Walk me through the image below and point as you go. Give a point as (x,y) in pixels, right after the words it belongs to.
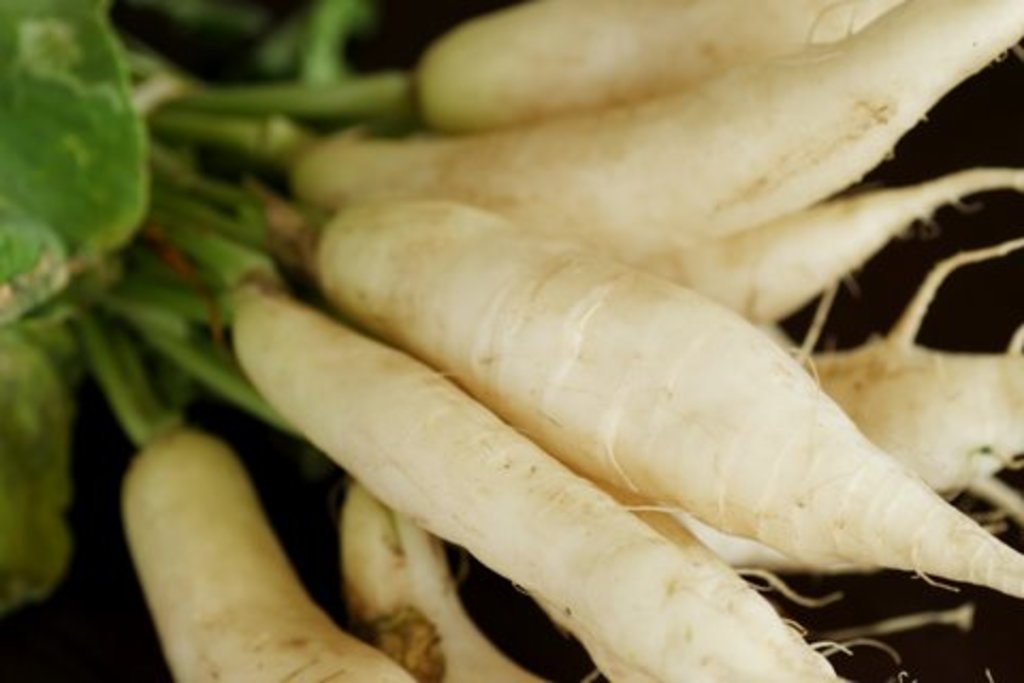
In this picture we can see some radishes (509,458).
